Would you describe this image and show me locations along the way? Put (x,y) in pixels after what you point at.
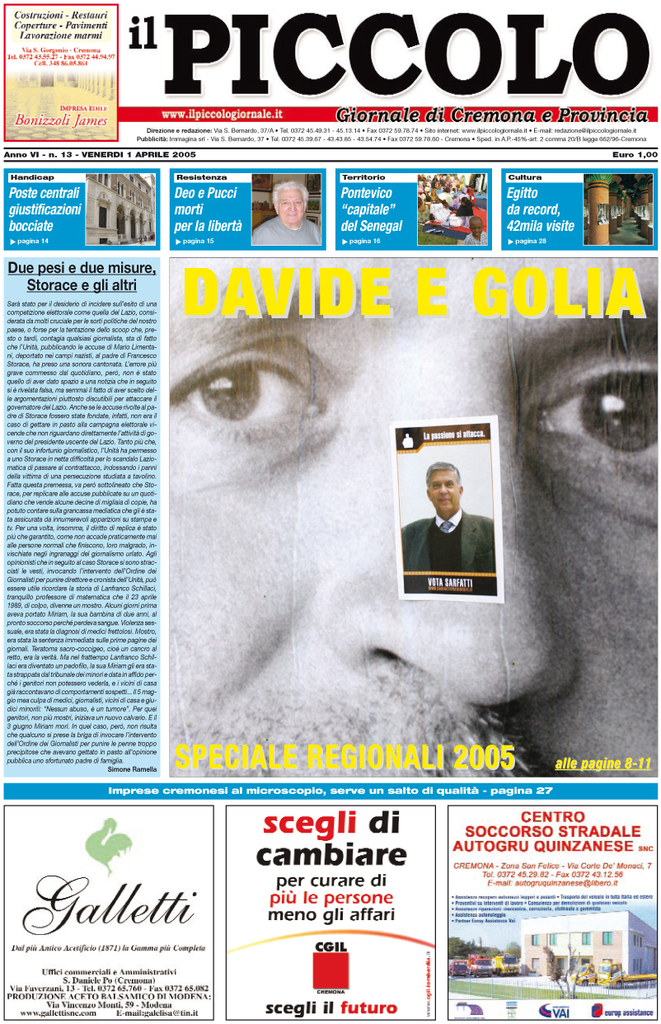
This is a poster (271,785). In this poster (472,260) we can see some people (264,318), buildings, vehicles (583,977), some objects (611,211) and some text (86,431).
